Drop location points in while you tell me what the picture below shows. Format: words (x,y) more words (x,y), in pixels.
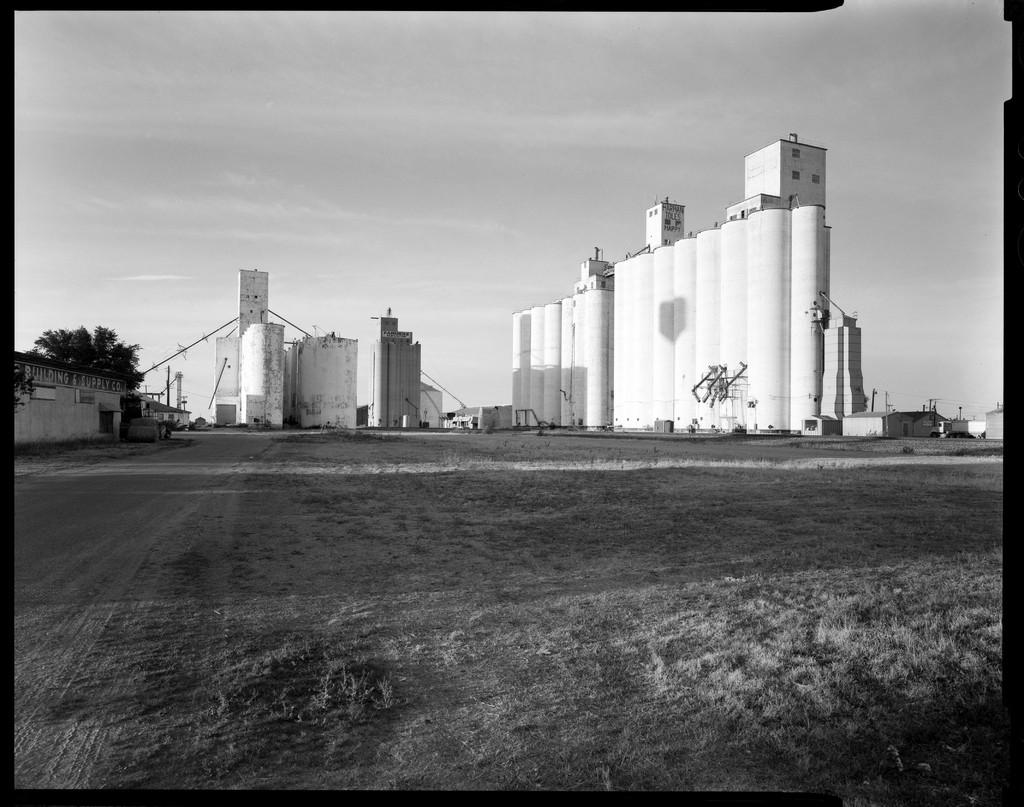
In the image there is a lot of empty land (454,503) and in the background (259,416) there are some industries (377,370) and on the left side (96,353) there is a tree (68,351).
